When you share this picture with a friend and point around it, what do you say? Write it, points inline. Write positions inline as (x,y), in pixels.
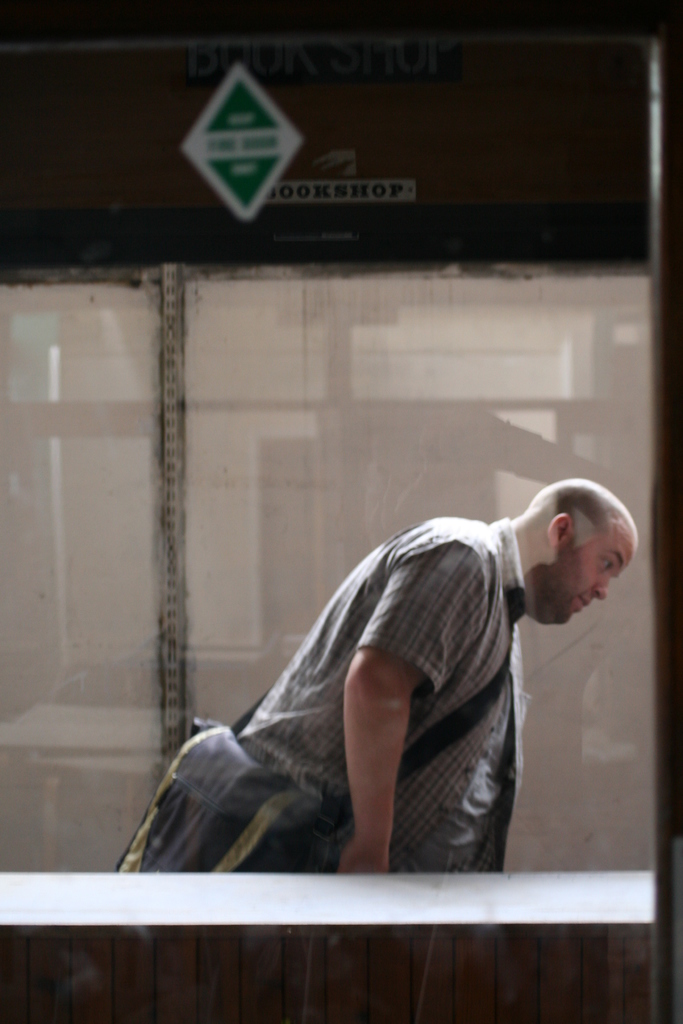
In this image there is a man (506,759) standing and wearing a bag (243,857), beside the building (32,889).
